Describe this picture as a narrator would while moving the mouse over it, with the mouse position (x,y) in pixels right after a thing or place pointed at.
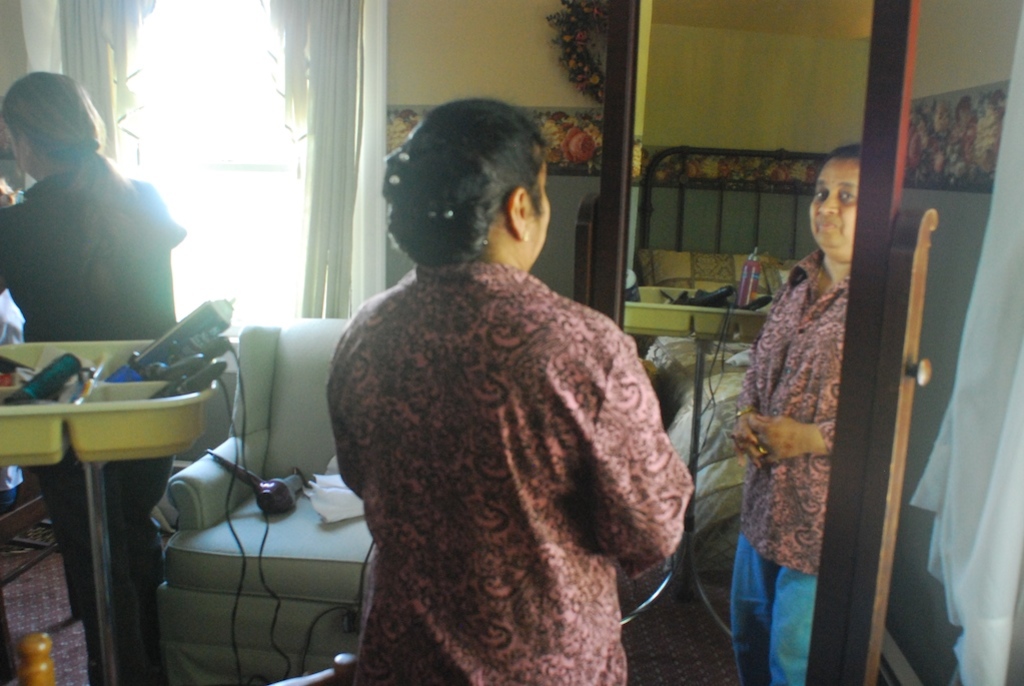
In the image we can see two women (383,390) standing and wearing clothes (439,387). There is a mirror (681,111), in the mirror (748,136), we can see the reflection (817,275) of a woman (829,284) and cable wire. Here we can see hair dryers (281,507) and many other things (64,394) placed in a tray (124,390). Here we can see window (266,133), curtains (321,41), garland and the wall (481,89).
